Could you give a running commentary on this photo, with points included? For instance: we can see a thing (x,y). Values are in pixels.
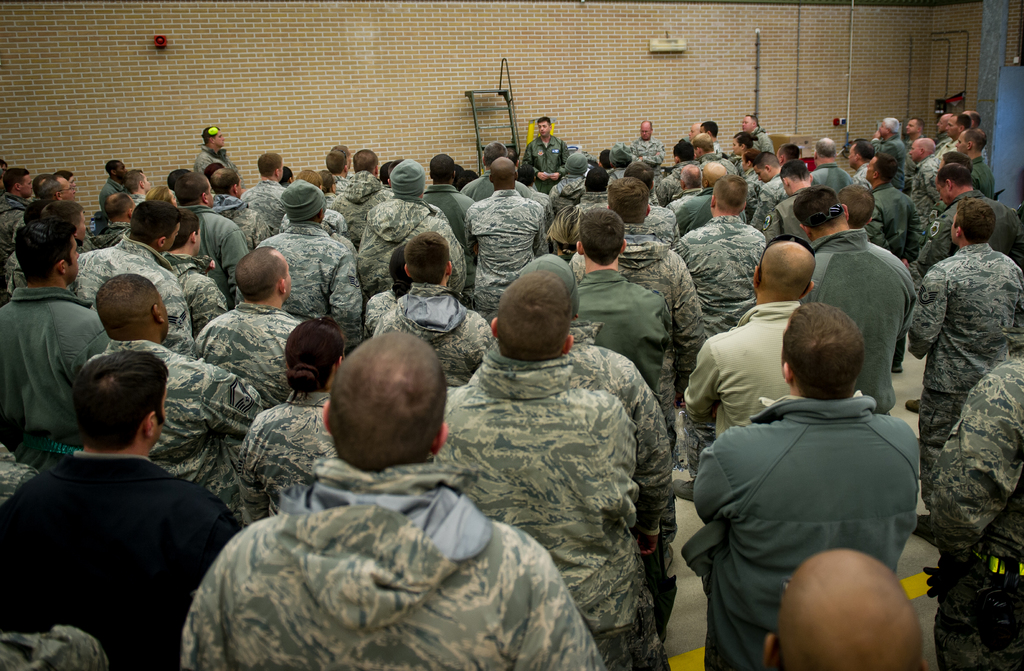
In this picture we can observe many men (309,300) standing in this room (832,287). In the background (308,59) there is a wall (145,85) which is in cream color.
